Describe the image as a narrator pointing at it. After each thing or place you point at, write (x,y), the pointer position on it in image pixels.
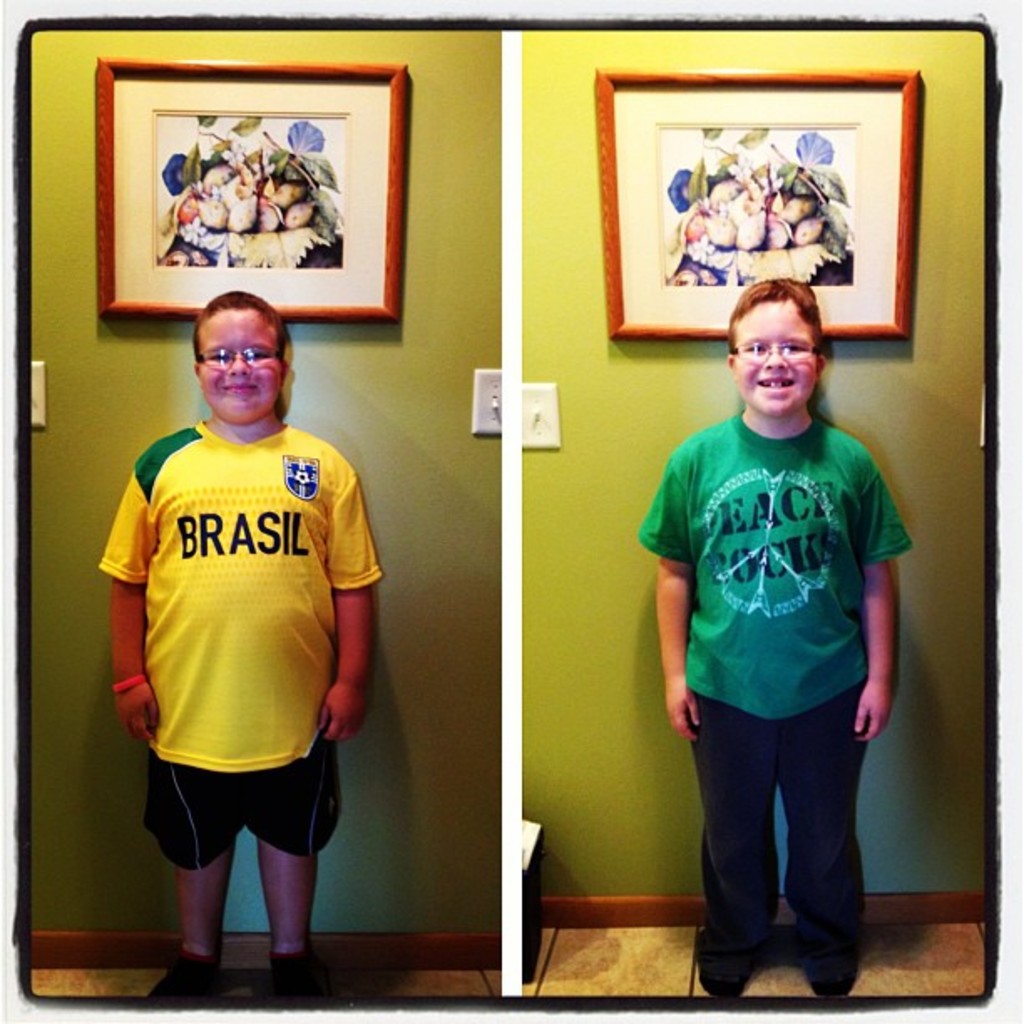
In this image on the left side (230,473) I can see a boy (340,523) wearing a yellow color t-shirt (258,489) and standing in front of the green color wall (79,435) and on the wall (54,282) I can see a photo frame (186,187) and on the right side (785,407) I can see a boy (864,536) wearing a green color standing in front (828,570) the wall (560,674) and on the wall (593,429) I can see a photo frame (613,317) attached.
